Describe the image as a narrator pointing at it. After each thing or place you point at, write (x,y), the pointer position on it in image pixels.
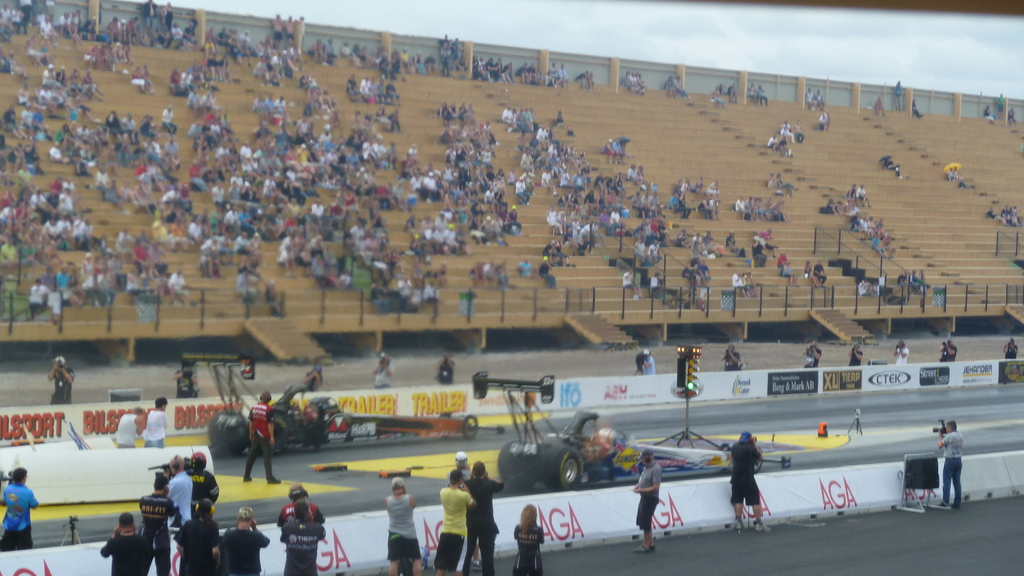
This image is clicked on the road (874,513). There are vehicles (540,454) and people (312,517) standing on the road (577,548). There are boards (760,476) with text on the road (607,561). In the center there is a traffic light signal (681,380). There are many people (177,474) holding cameras (165,468) and standing on the road (641,424). In the background (266,245) there are steps (944,194). There is a railing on the steps (907,245). There are many people (471,205) sitting on the steps (625,97). At the top (659,40) there is the sky (643,39).
